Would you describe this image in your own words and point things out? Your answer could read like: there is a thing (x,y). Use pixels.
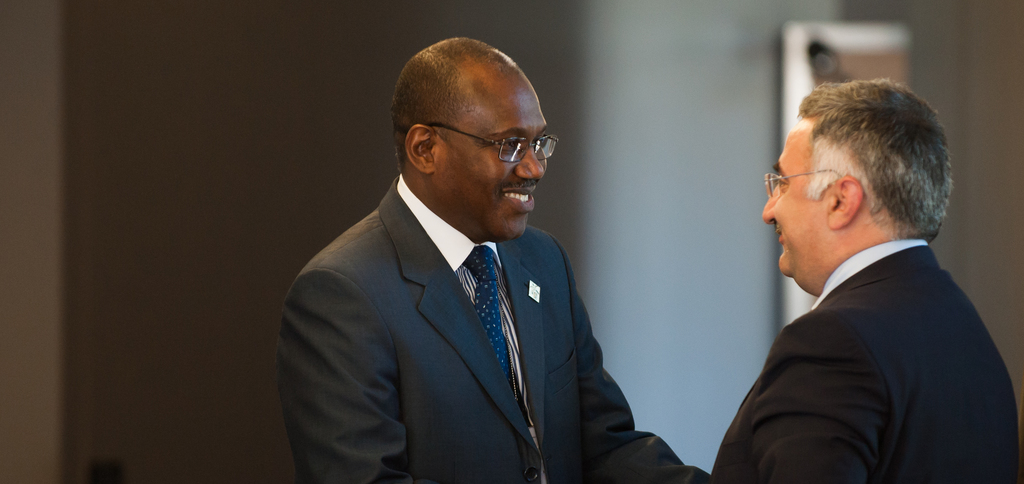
In this image we can see two persons (863,215) wearing the glasses (536,138) and also the suits (880,288) and smiling. In the background (595,148) we can see the wall (713,144) and also an object (797,60).
